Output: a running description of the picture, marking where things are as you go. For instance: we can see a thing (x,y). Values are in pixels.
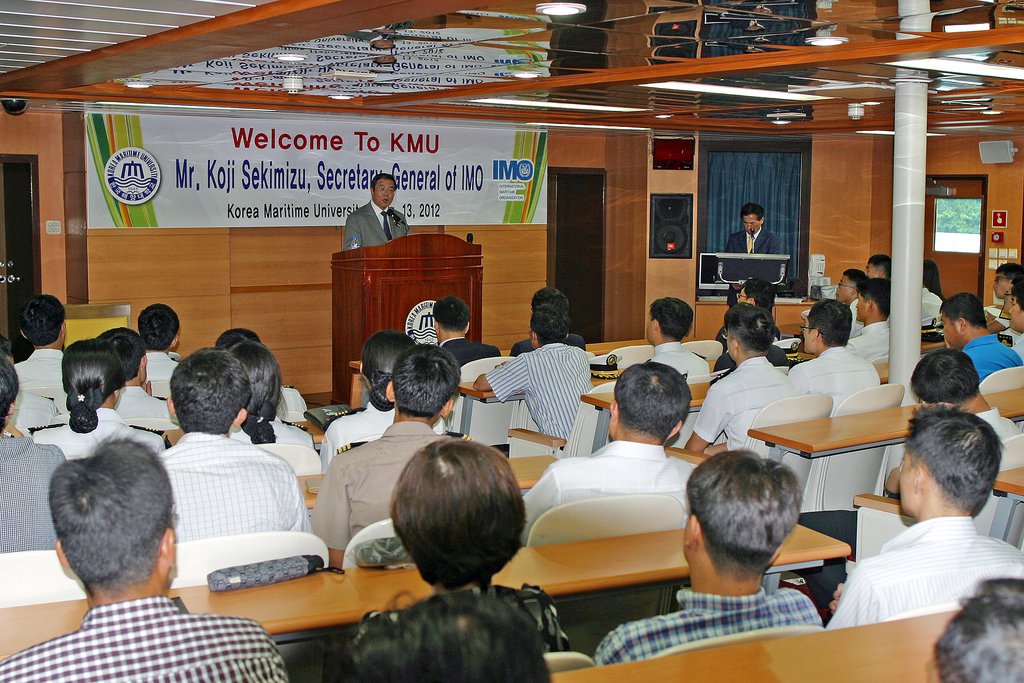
In this image, we can see a group of people (992,609). Few people (972,472) are sitting on the chairs (30,578). Here we can see tables (1008,489) and few objects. Background (366,225) we can see a person (376,233) is standing behind the wooden podium (432,270). Here we can see wall (629,290), banner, speaker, posters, doors (942,252), curtain (767,187), person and few objects (812,262). On the right side of the image (908,234), we can see a pole (911,90).
